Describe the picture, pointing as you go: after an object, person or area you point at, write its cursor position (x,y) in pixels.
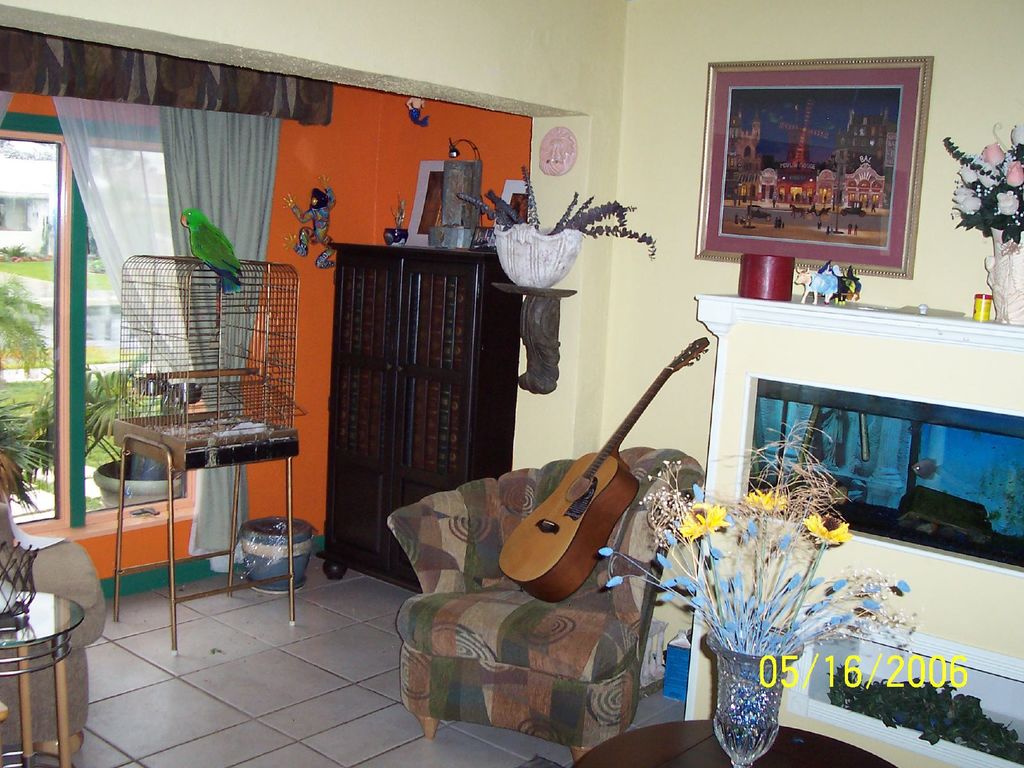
In this image I can see two sofa chairs (555,679), a guitar (518,534), two tables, flowers (712,514) in a vase (751,656), an aquarium (831,445), a cage (257,323) and on it I can see a green colour parrot (225,248). In the background (801,163) I can see a frame (744,123) on the wall (875,56), a cupboard (391,306), plants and few other stuffs (441,234). On the left side of the image (94,121) I can see curtains (177,217), few more plants (17,447), an open grass ground (102,283), a building (1,214) and other things (73,344).
